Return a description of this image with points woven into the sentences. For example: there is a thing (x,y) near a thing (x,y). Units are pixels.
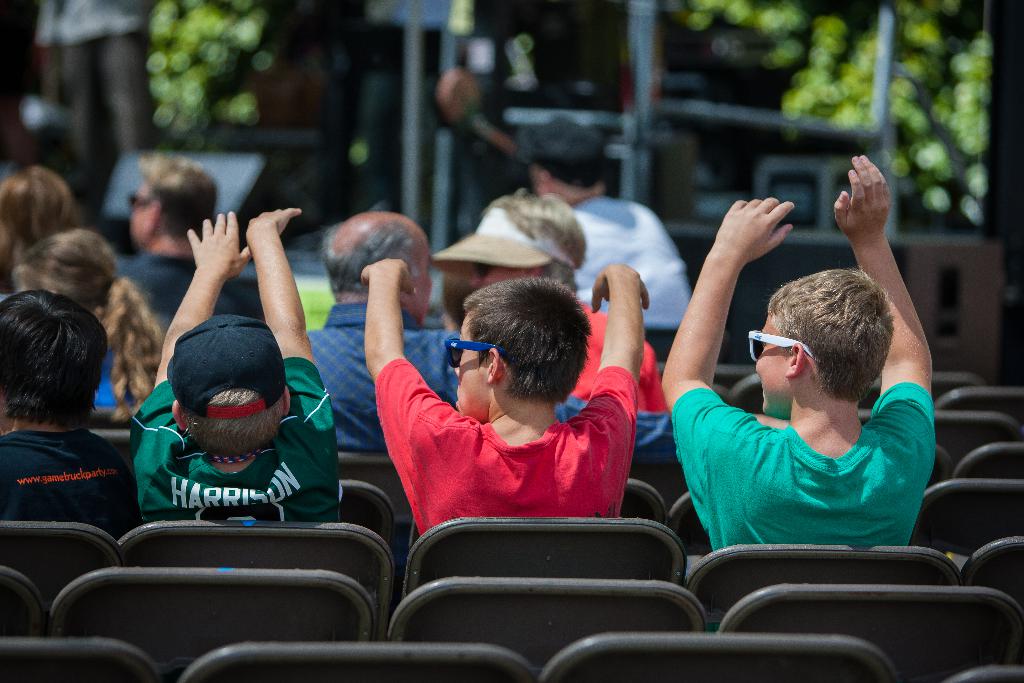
In the picture we can see group of people (510,393) sitting on chairs (693,541), some are raising their hands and in the background (324,89) picture is blur.
